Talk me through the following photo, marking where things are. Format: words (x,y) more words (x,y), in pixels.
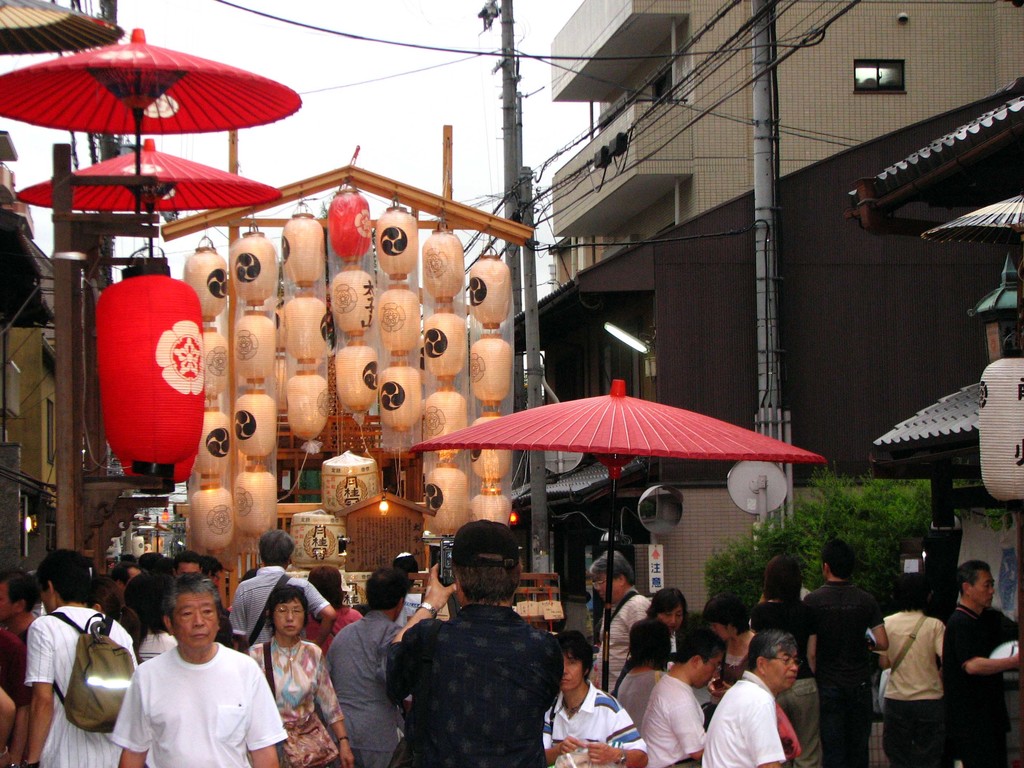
At the bottom of the image (460,672) we can see people (635,657) walking. In the center (583,417) there is a parasol (717,447) and we can see lights (320,404). At the top (381,124) there are wires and sky (377,71). In the background (510,113) there are poles (510,113) and buildings (737,200).
